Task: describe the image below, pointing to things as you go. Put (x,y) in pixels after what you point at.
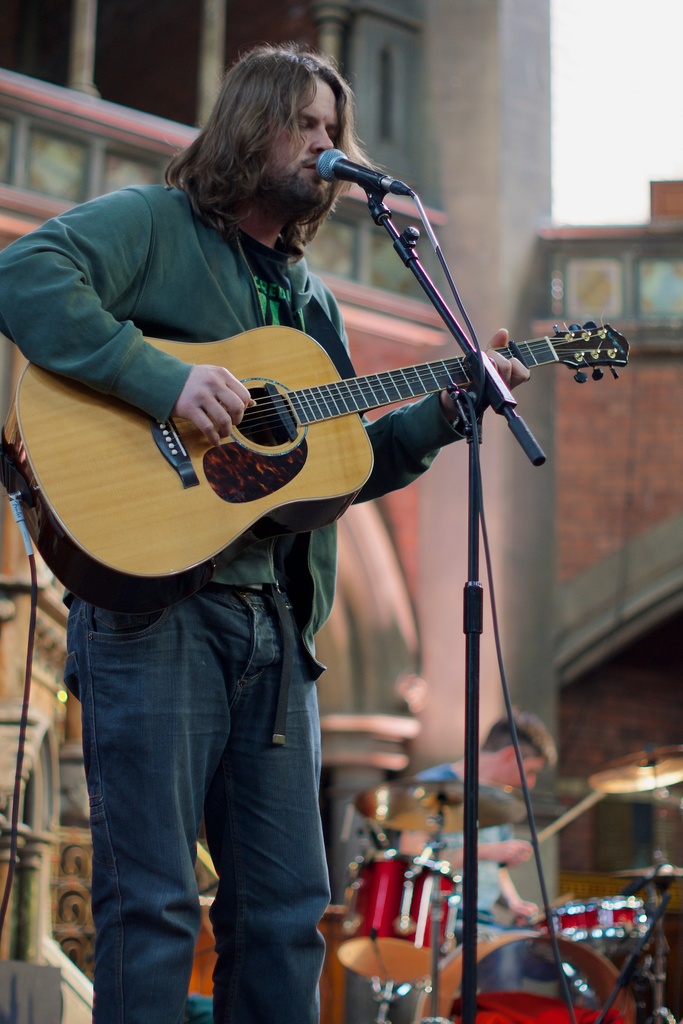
In this picture there is a person (231,266) standing and singing. He is playing an acoustic guitar (92,529). In front of him there is a microphone (356,170) and its stand (474,635). Behind him there is a man (503,779) playing drums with the help of sticks (565,818). In the background (427,248) there is a building (408,72) and sky (618,46).
